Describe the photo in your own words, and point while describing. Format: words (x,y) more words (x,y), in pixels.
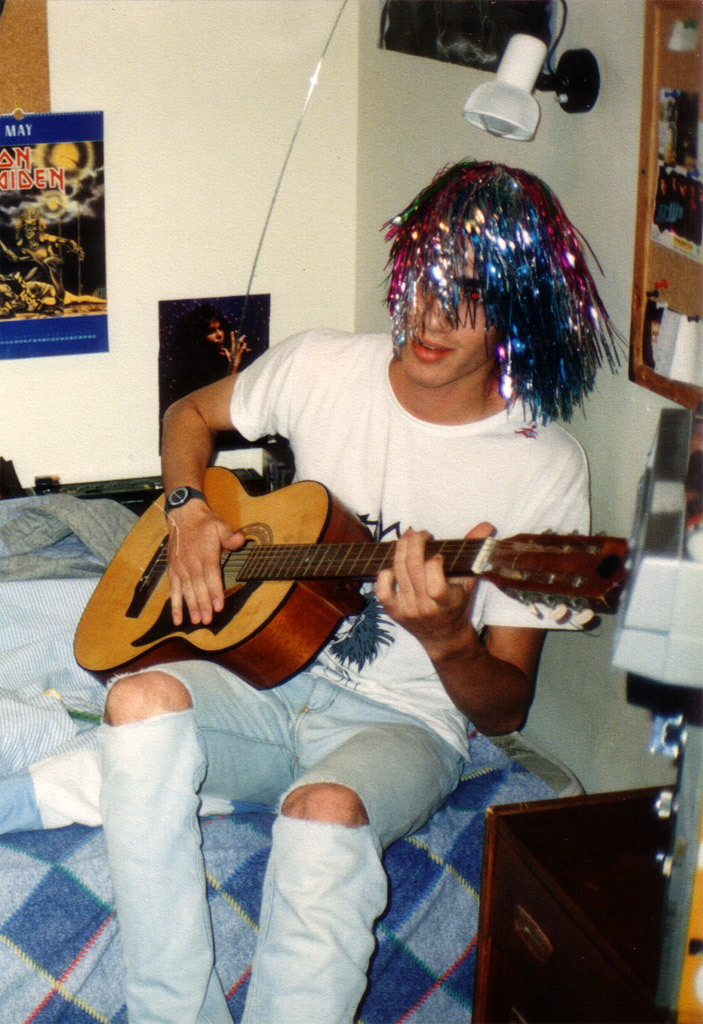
In this image I can see a person (176,737) sitting on the bed (69,702) and holding the guitar (293,587). In the back (184,350) there are frames (179,362) and a lamp (482,114) to the wall (255,101).
